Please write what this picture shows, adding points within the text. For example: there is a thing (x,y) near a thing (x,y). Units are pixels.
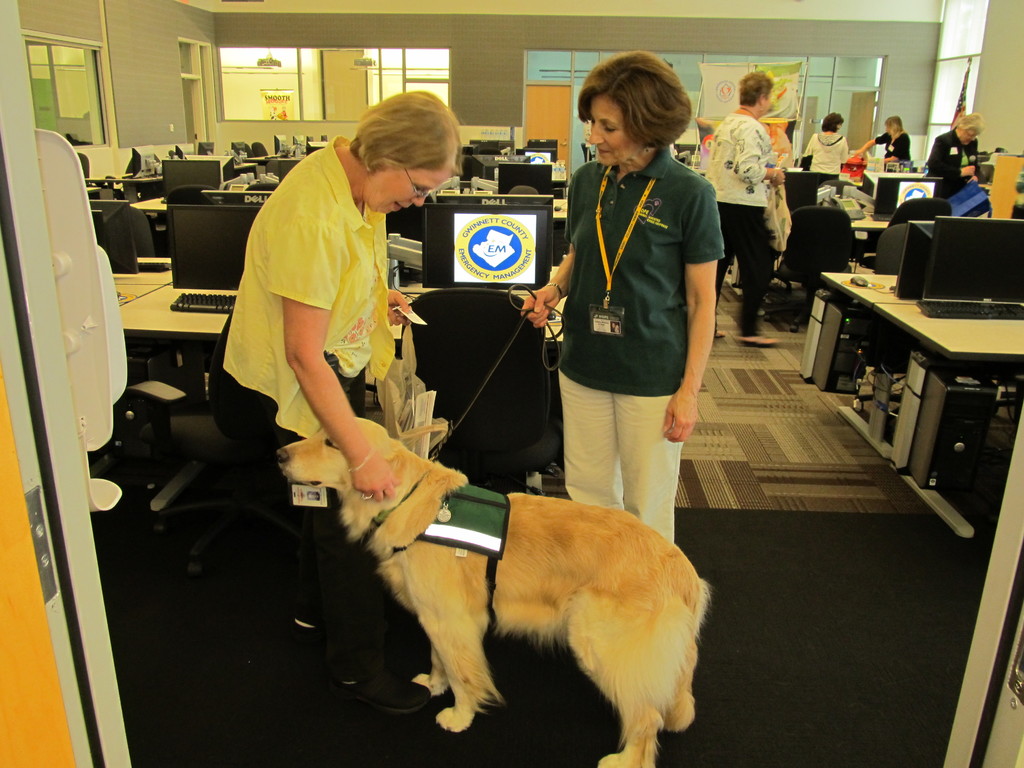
In this image I can see number of people (337,395) and a dog (527,496). I can also see computers (949,308) on every table (936,345).
